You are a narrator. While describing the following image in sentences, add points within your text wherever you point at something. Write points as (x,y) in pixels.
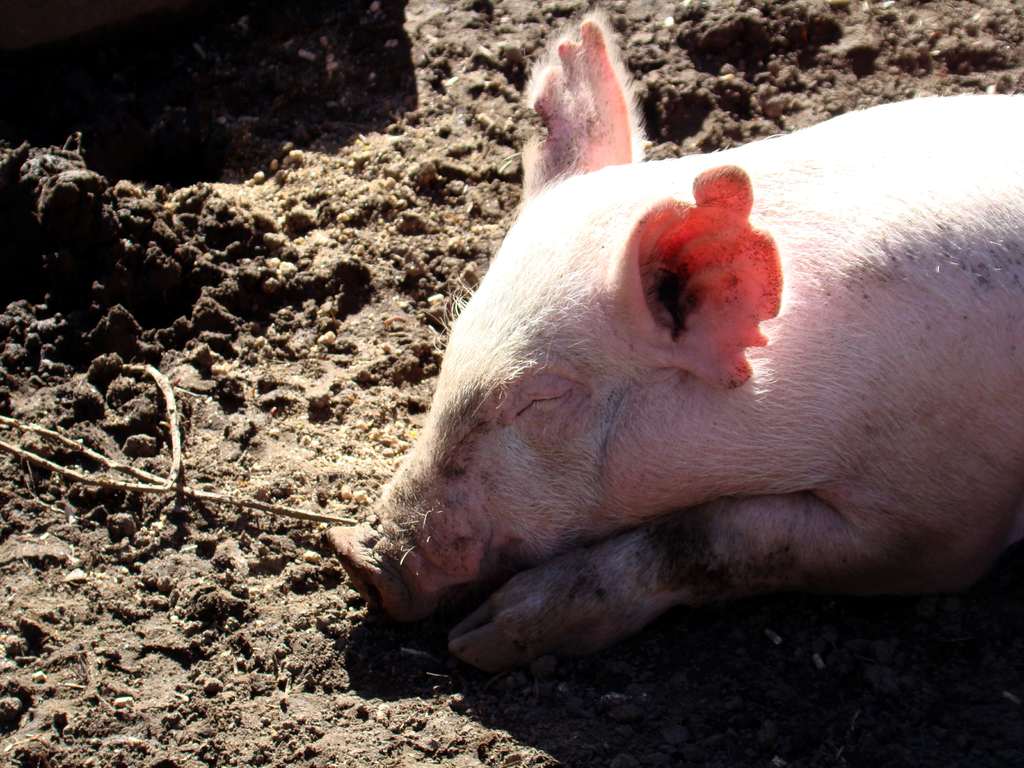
In this image we can see a pig (765,342) lying on the ground (76,742).
